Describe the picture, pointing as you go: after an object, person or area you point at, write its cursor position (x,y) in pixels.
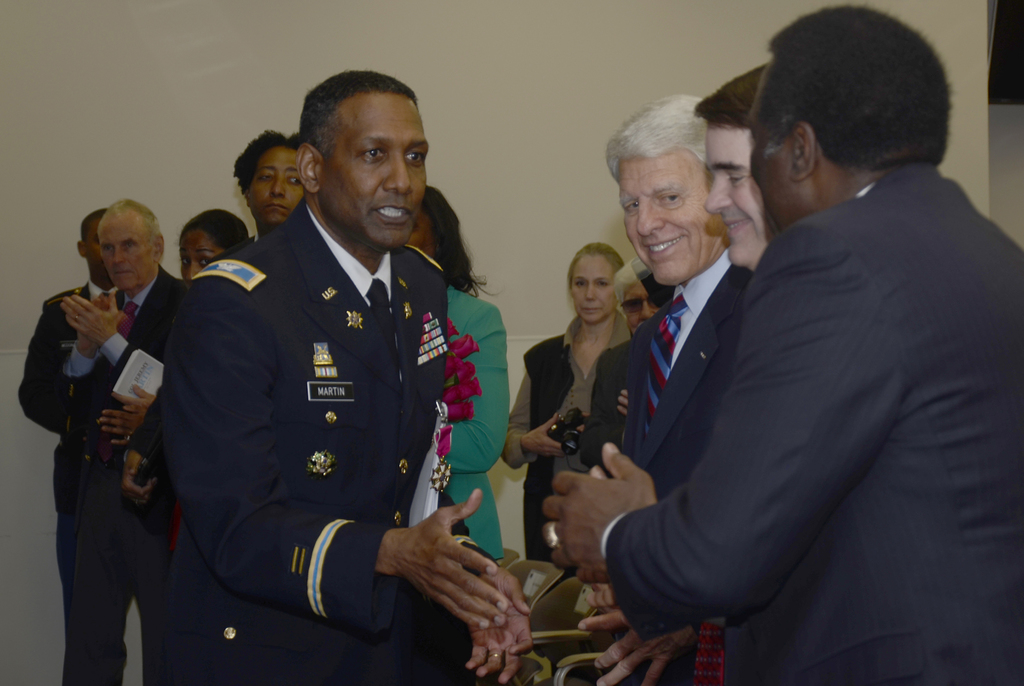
In this image, we can see a group of people (397,247). Few people (693,509) are smiling. In the middle of the image (541,419), we can see a woman (552,392) holding a camera (564,426). At the bottom of the image (538,675), we can see chairs (535,609). On the left side of the image (90,417), we can see a man (101,320) clapping his hands (87,325) and another person (140,404) holding a book (131,379). We can see the wall (526,310) in the background of the image (519,264).
